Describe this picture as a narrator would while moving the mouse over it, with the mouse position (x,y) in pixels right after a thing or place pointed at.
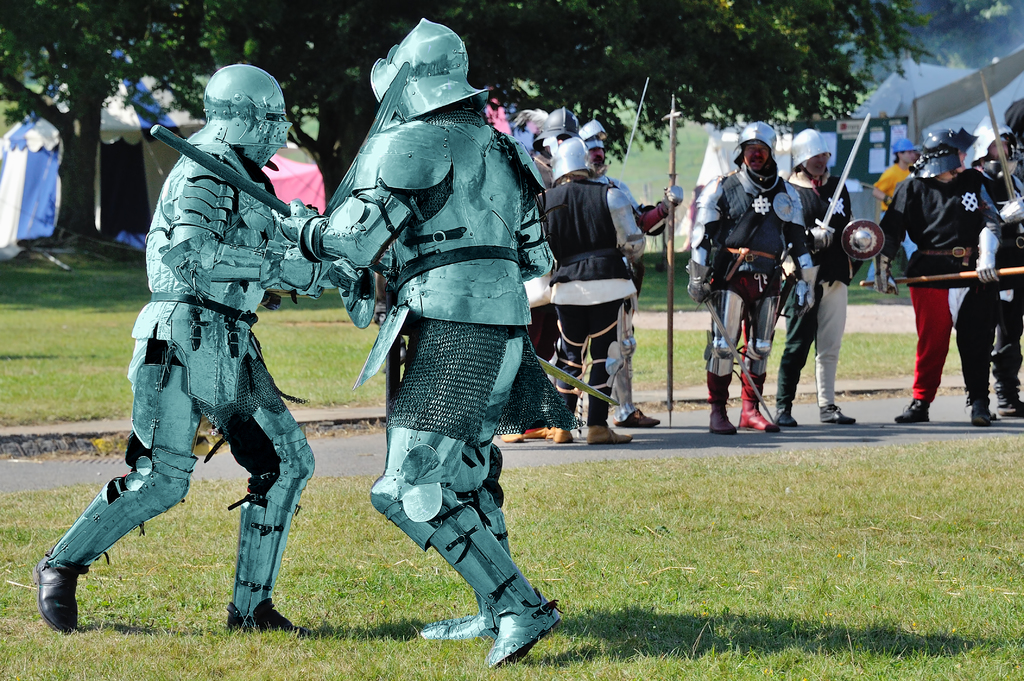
In this image we can see some group of persons (631,283), in the foreground of the image (257,355) there are two persons (253,322) wearing Armour dress (217,293) fighting and in the background of the image (759,255) there are some persons (639,231) standing wearing similar dress (646,239) holding some weapons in their hands (677,196), there are some trees (65,114), camping tents (33,171).
